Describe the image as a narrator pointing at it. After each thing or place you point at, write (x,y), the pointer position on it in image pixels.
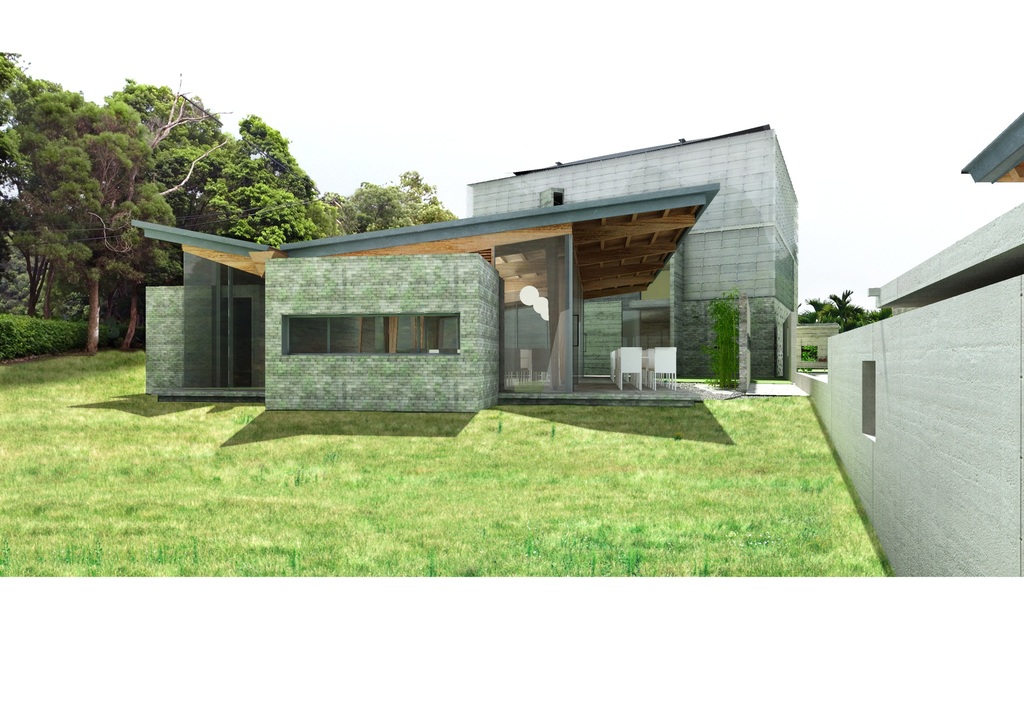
This is the picture of a place where we have a building (539,400) to which there are some windows (258,380), doors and some chairs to the side on the grass floor (562,467) and around there are some trees (867,319) and a wall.
